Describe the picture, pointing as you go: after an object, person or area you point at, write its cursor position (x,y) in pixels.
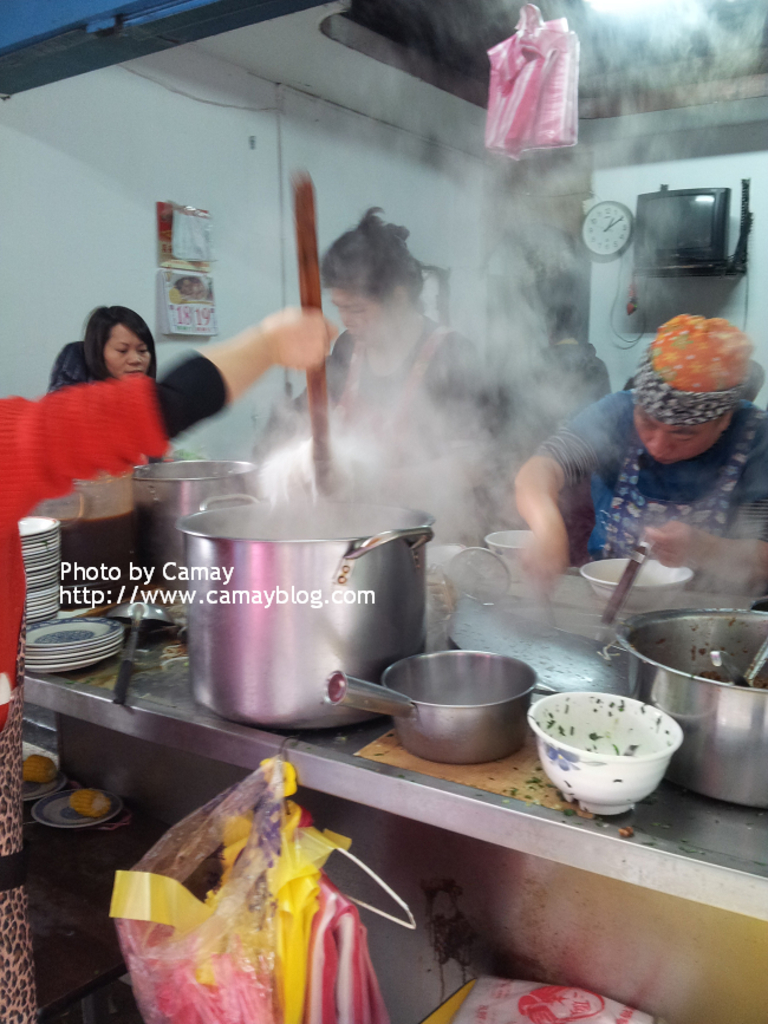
There is a table (156,657). On the table (391,729) there are vessels (546,757), plates (36,566) and many other items (464,593). Near to the table (474,593) there are some people (449,362) standing. Also there are covers (274,857) and plates (57,812) with food items (45,763). In the back (198,222) there's a wall (407,171) with a calendar (198,261), TV (661,233), and a clock (595,215). Also there is smoke (587,41). On the ceiling (636,27) there is light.
